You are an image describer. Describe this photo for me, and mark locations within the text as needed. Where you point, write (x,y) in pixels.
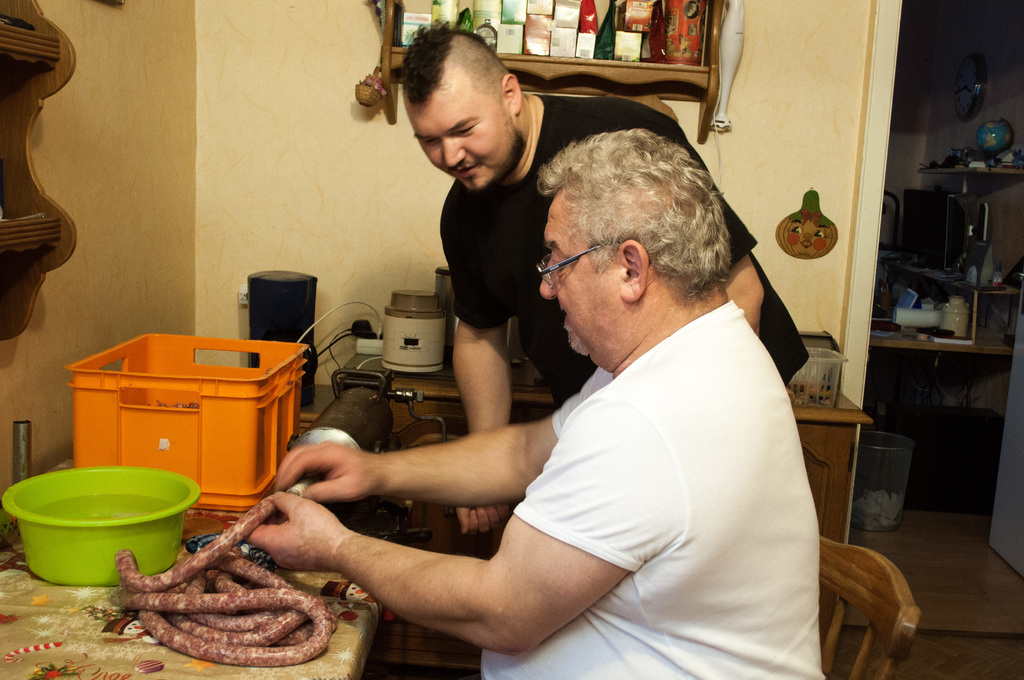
In this picture this person (620,647) sitting on the chair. This person (518,143) standing. We can see table (309,663). On the table (92,653) we can see bowl (163,543), basket (239,444), things (295,482). On the background (281,139) we can see wall (753,144), cupboard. Afar we can see a table (927,347). On the table (889,336) we can see monitor (962,236), things (929,317). This is floor (976,594). This is bin (891,486).
